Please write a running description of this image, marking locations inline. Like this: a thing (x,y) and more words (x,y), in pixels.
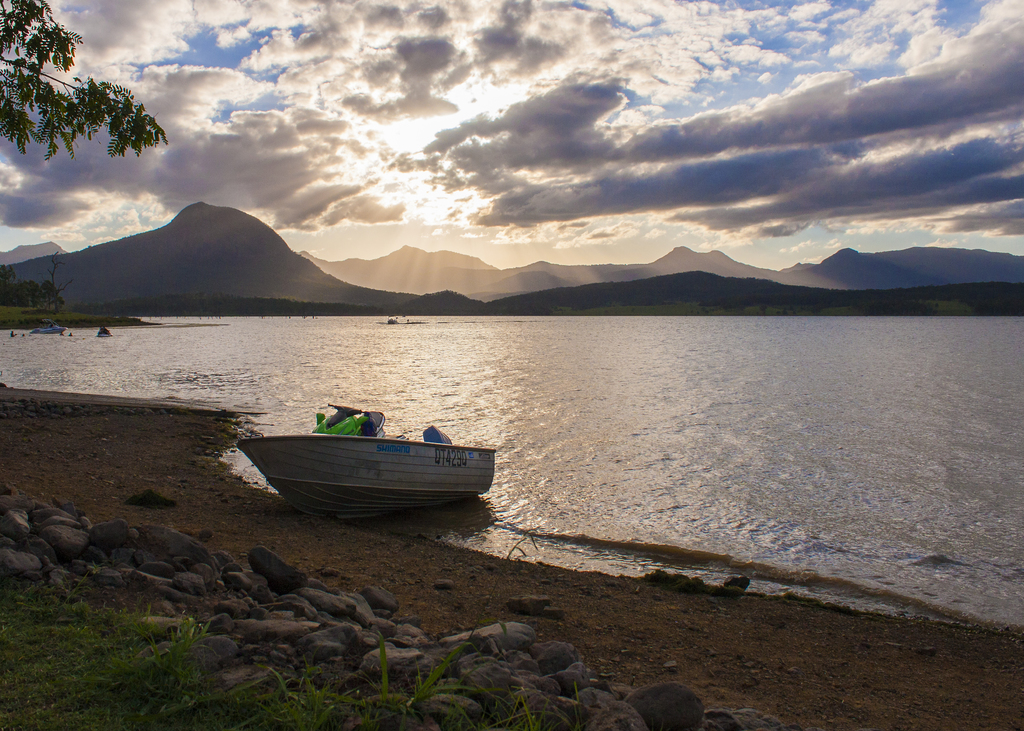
This image is clicked outside. There is a boat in the middle (488,453). There is water (555,383) in the middle (509,317). There is sky (580,91) at the top (387,111). There is a tree (54,135) on the left side (2,107). There are mountains (145,262) in the middle (669,289).
